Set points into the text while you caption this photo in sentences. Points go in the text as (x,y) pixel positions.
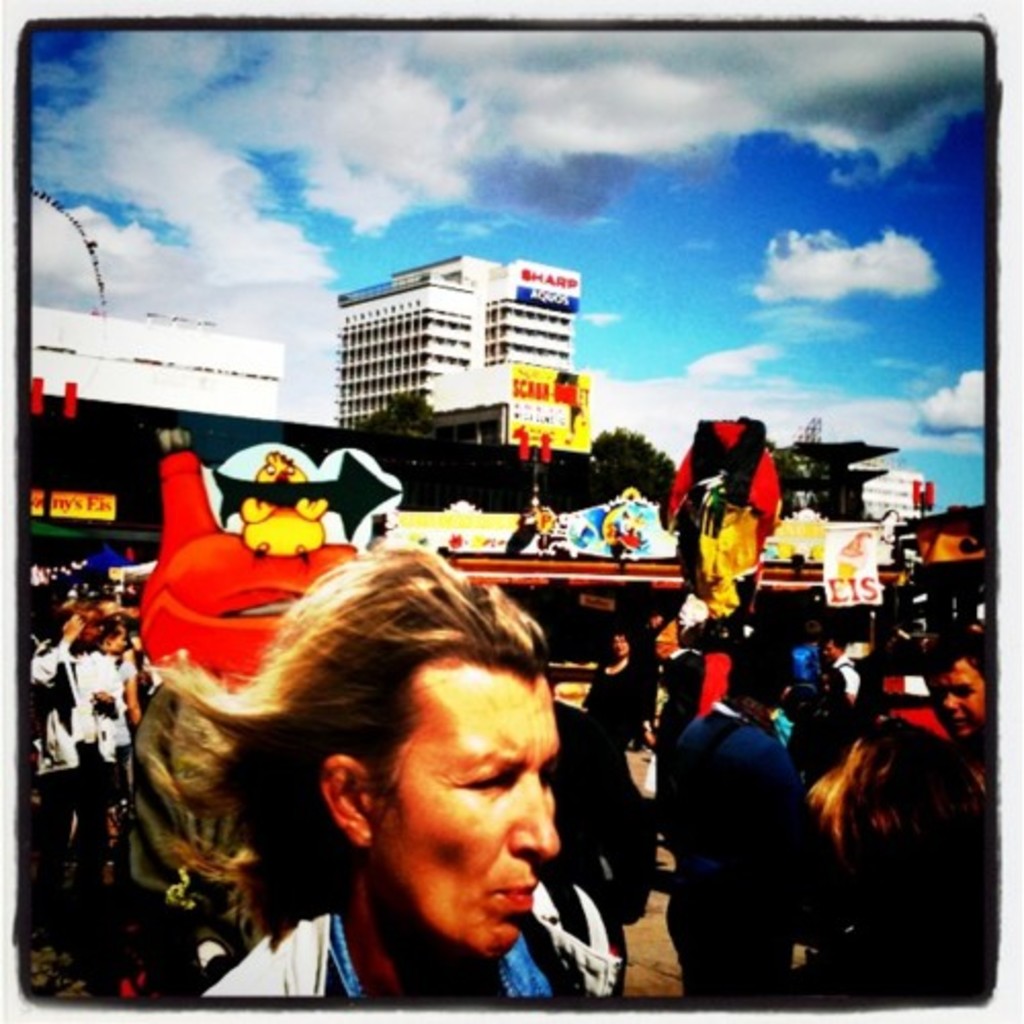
This is an image with the borders (662,20), in image there are buildings (38,427) and group of people (334,837), trees (643,456) and some playing things (215,602) boards (863,557), toys (244,564) and objects (208,643). At the top (267,160) there is sky (454,205).
